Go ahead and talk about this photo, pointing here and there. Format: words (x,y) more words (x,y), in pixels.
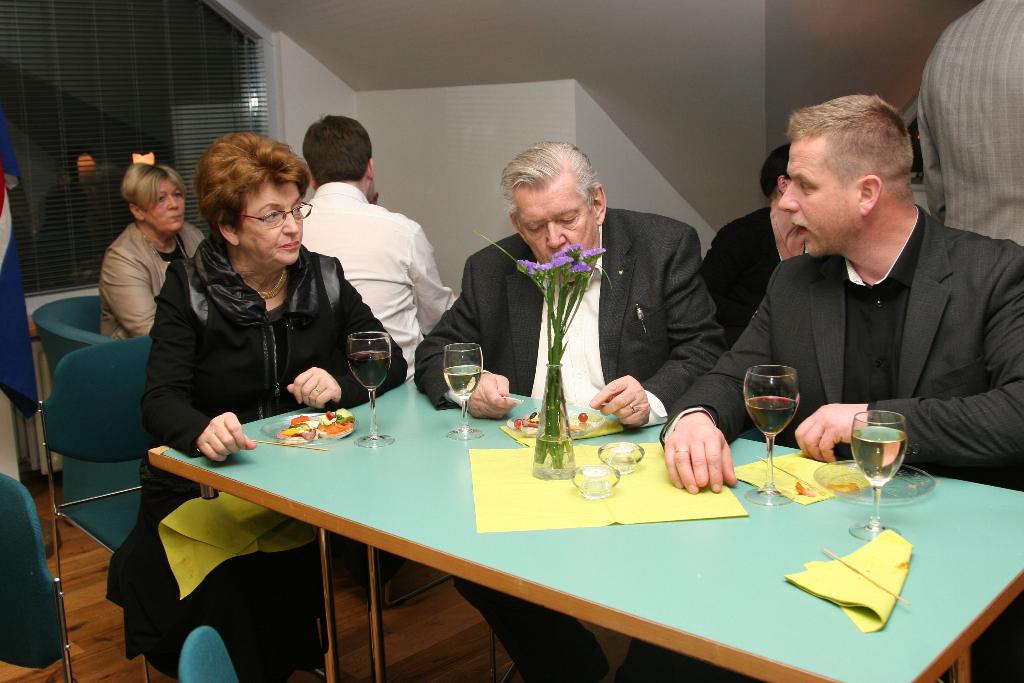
As we can see in the image, there are few people (326,322) sitting on chairs (85,415) and there is a table (507,558) over here. On table (538,557) there is a plant (544,279) and glasses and a cloth (594,509).
